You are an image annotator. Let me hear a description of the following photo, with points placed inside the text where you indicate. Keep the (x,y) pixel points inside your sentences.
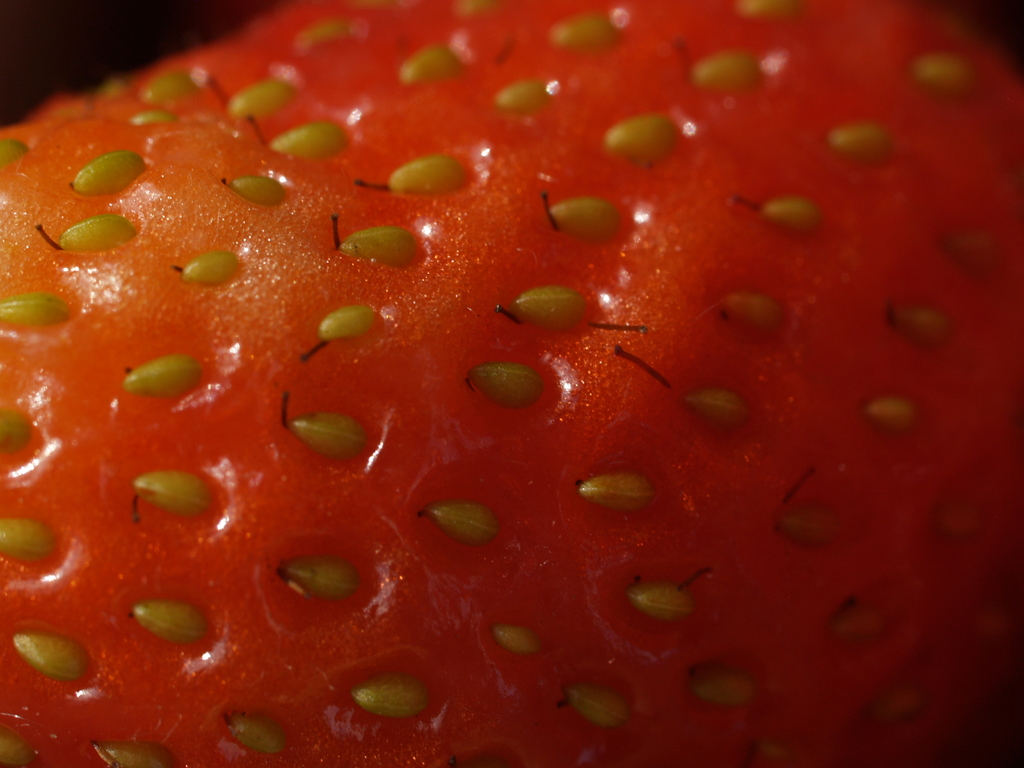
In this image there is a close picture of a strawberry (407,358).
